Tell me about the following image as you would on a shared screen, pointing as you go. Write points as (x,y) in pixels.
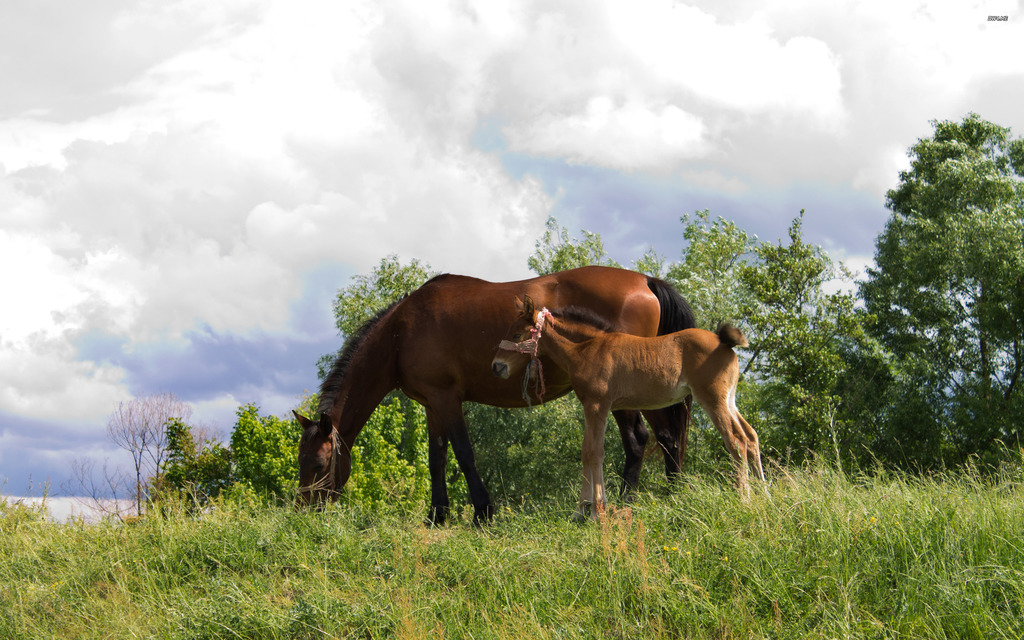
In this image two animals (626,474) are standing on the grassland (492,538). An animal (343,366) is grazing the grass (331,519). Background (183,478) there are few trees (199,479). Top of the image (380,100) there is sky (307,112) with some clouds (385,134).
